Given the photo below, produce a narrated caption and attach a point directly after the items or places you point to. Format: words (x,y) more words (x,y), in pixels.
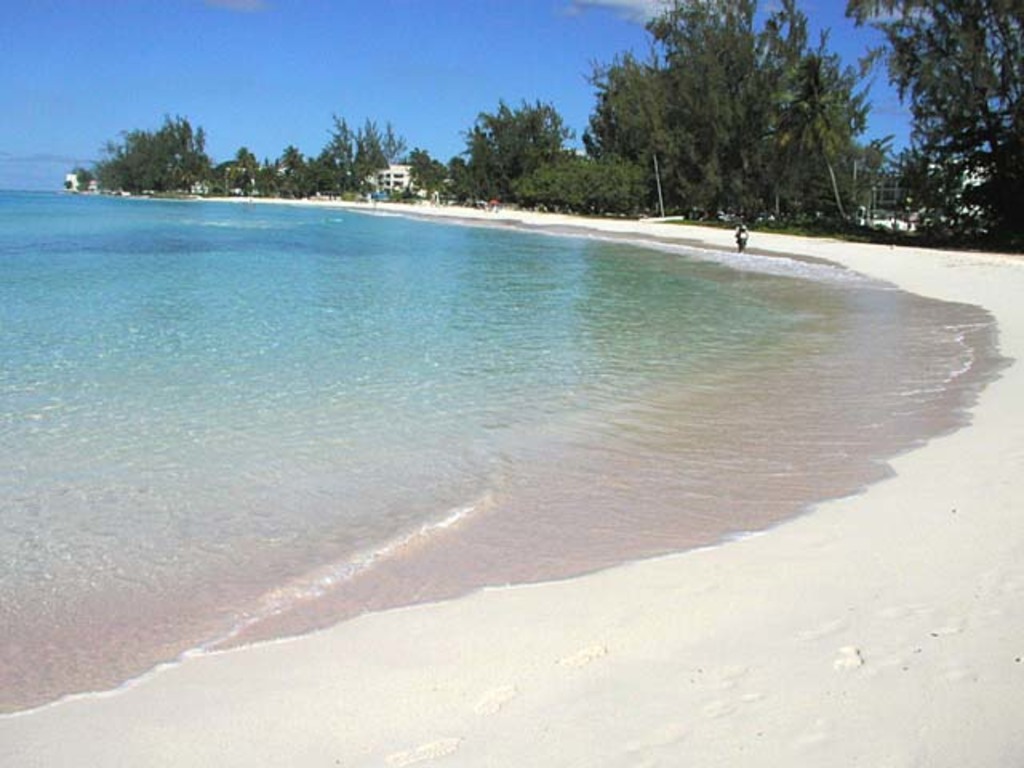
There is a beach (264,696) and around the beach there are plenty of trees (626,110) and houses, there is a person (743,232) moving on the sand (760,233) in front of the beach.
